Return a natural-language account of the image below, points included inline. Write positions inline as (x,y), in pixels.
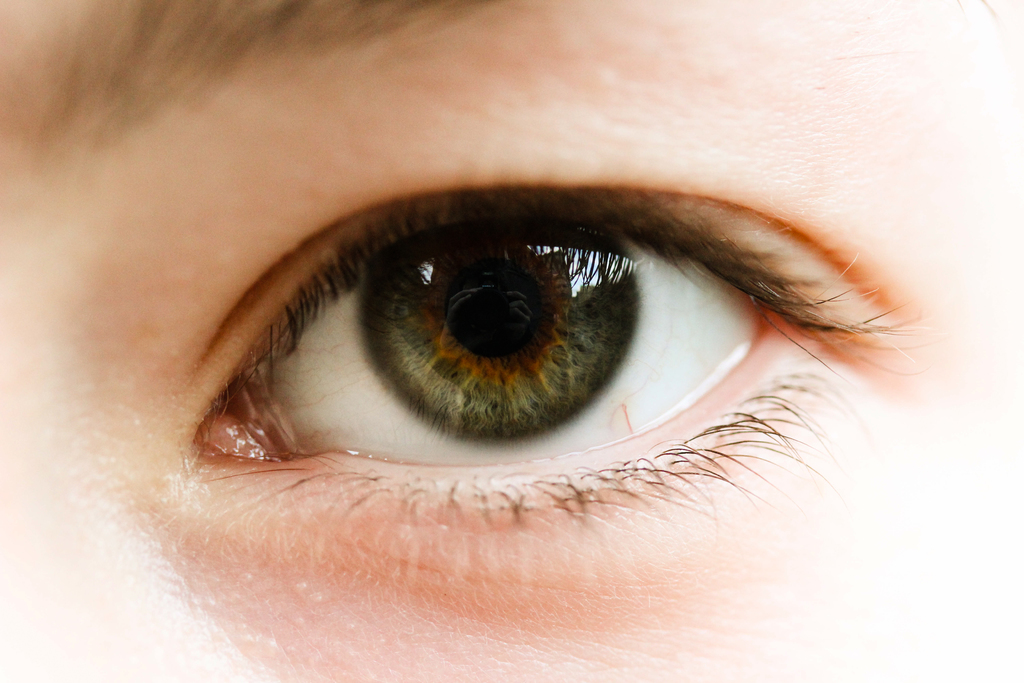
In this image we can see a human eye (453,460).
